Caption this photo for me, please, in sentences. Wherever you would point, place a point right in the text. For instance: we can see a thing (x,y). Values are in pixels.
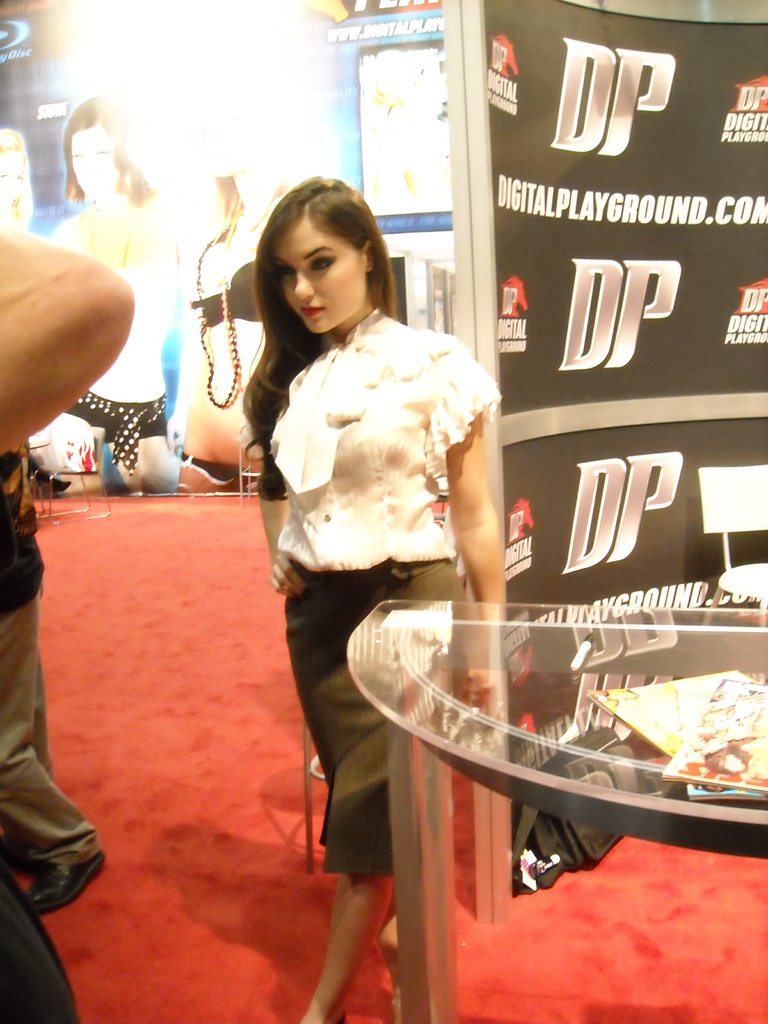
In this image in the front (519,745) there is a table (588,743) and on the table (634,747) there are books (732,728). In the center (342,562) there is a woman (345,544) standing. On the left side (2,582) there are persons (3,528). In the background (535,164) there are posters (513,158) with some text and images (418,208) on it and on the ground (725,907) there is a bag (574,855) which is black in colour.
